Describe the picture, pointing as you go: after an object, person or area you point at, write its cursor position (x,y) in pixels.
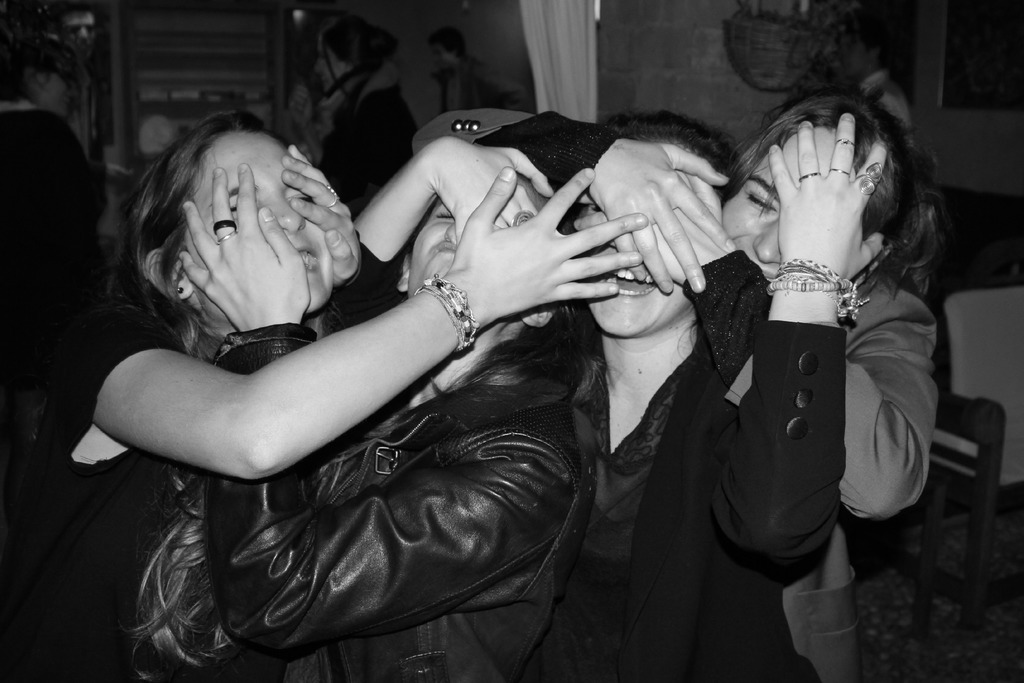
in this image there are four women's (352,246) standing in middle of this image (623,387) as we can see the left side (304,538) three women's (492,471) are wearing black color dress (443,538) and there is a curtain (555,55) in the top of the image (570,42) and there is a wall (403,72) in the background (404,53).
